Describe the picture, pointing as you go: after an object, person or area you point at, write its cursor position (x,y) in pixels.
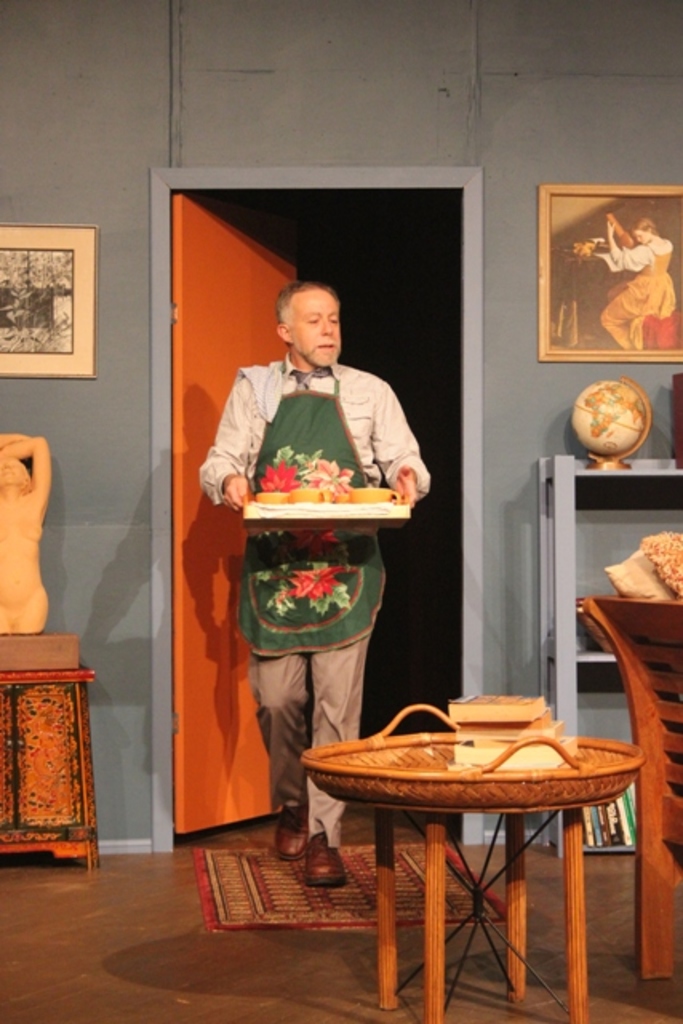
As we can see in the image, there is a wall (195,63), photo frame (86,253), door (241,520) and a man (305,434) holding tray (278,515) and on the right side (598,419) there is a globe (593,442) and chair (620,654).
